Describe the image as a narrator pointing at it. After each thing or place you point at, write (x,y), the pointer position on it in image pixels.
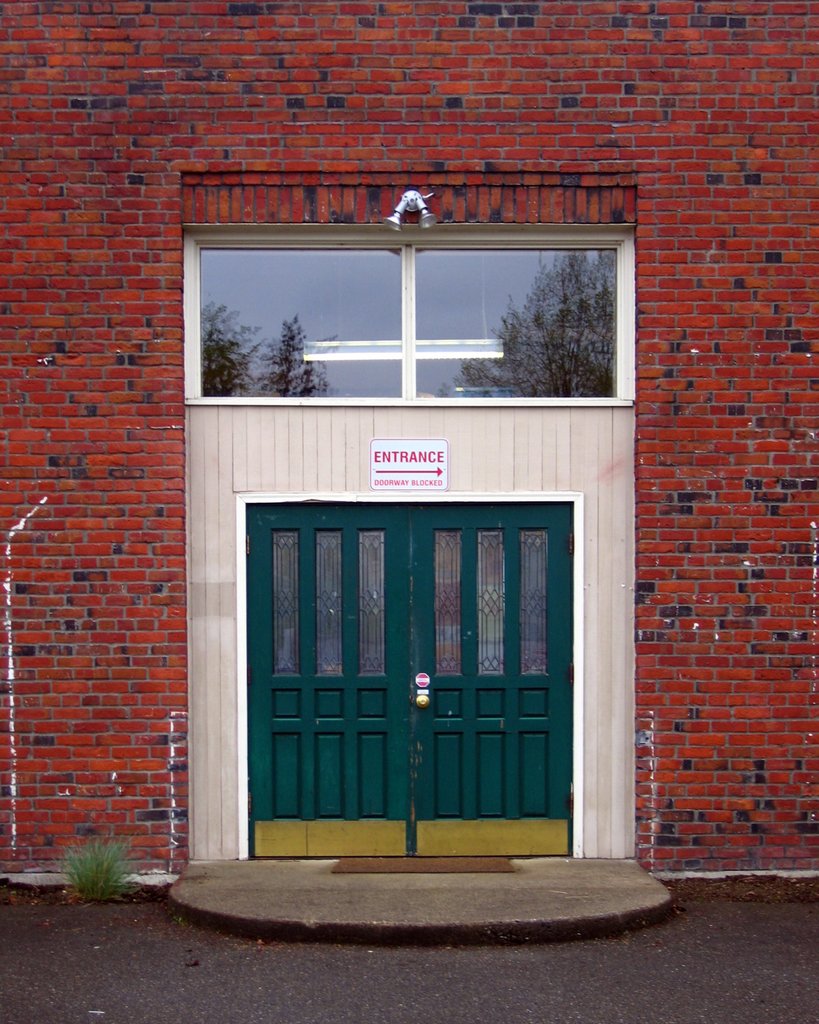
In this image, I can see a building (596,403) with a glass window (480,395), entrance board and a door (443,622). At the bottom of the image (425,865), I can see a doormat (436,865) in front of the door (449,822). On the left side of the image (102,874), I can see a grass (91,869).
